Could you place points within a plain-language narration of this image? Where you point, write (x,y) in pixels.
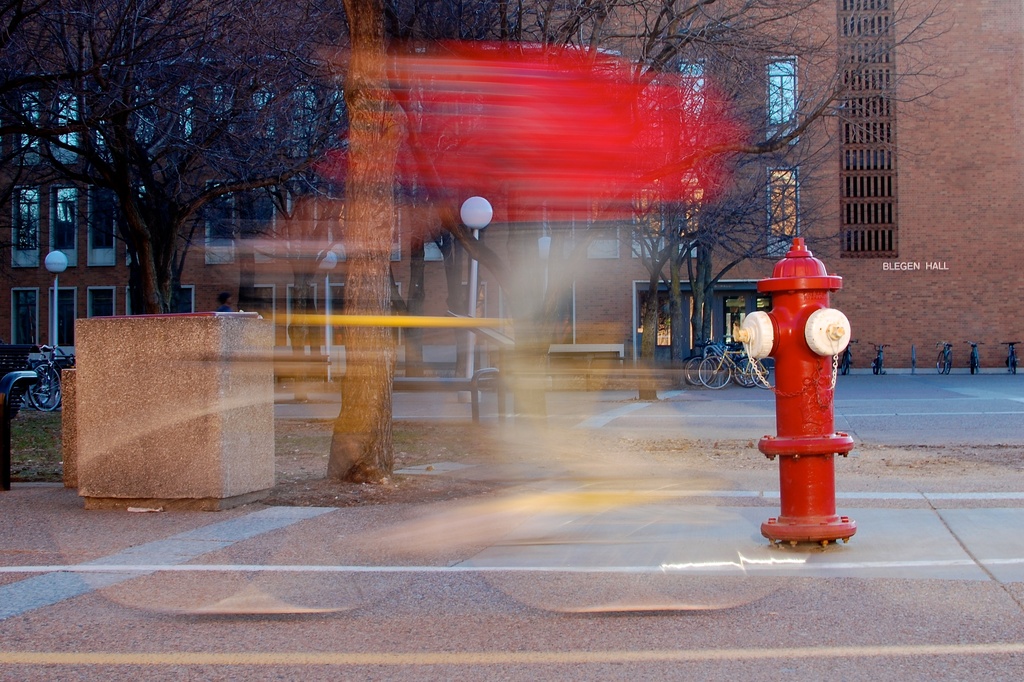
In the picture we can see a path (625,620) to it, we can see a pump (770,324) which is red in color and besides, we can see a tree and a pole (468,379) with lamp (480,202) and in the background (102,103) we can see some trees (657,214) and buildings (750,189) with a glass window (773,121).
